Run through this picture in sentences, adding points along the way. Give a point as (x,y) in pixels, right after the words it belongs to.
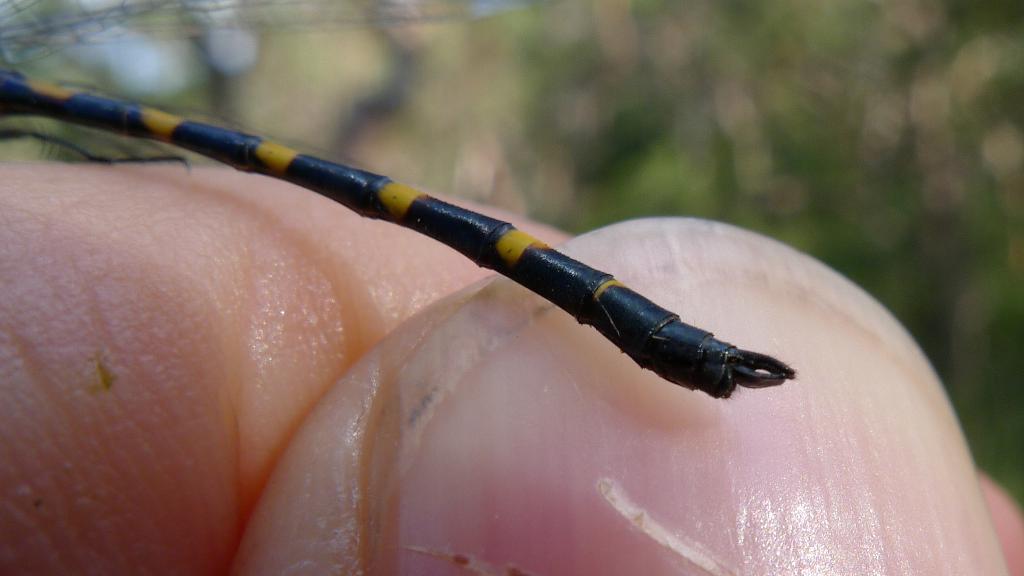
This is a zoomed in picture. In the foreground (502,411) we can see the fingers (420,397) of a person (423,309) and there is an object (317,187) seems to be an insect (412,227). The background of the image (879,113) is blurry.
